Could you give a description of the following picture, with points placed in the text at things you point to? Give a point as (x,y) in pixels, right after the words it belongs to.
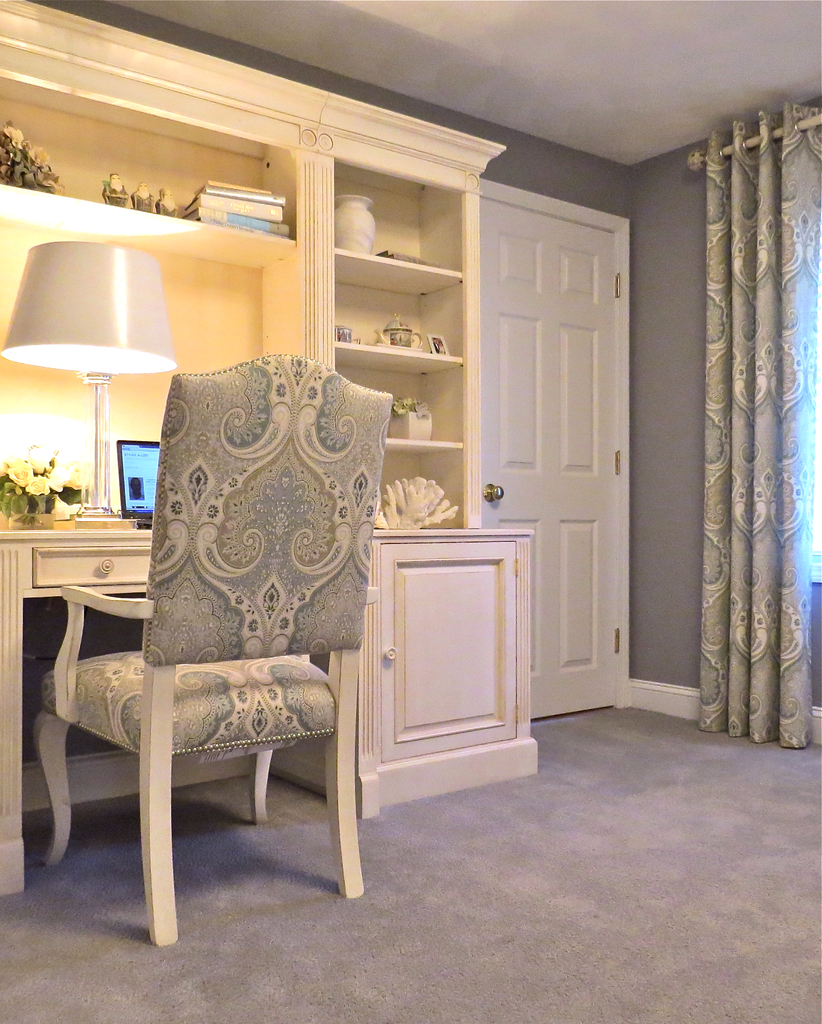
there is a room (271,725) in which there is a chair (226,653). in front of it there is a cupboard (85,222), laptop (123,485), lamp (95,465) and flowers (34,459). at the right (574,471) there is a white door (566,362) and curtains (758,431).
